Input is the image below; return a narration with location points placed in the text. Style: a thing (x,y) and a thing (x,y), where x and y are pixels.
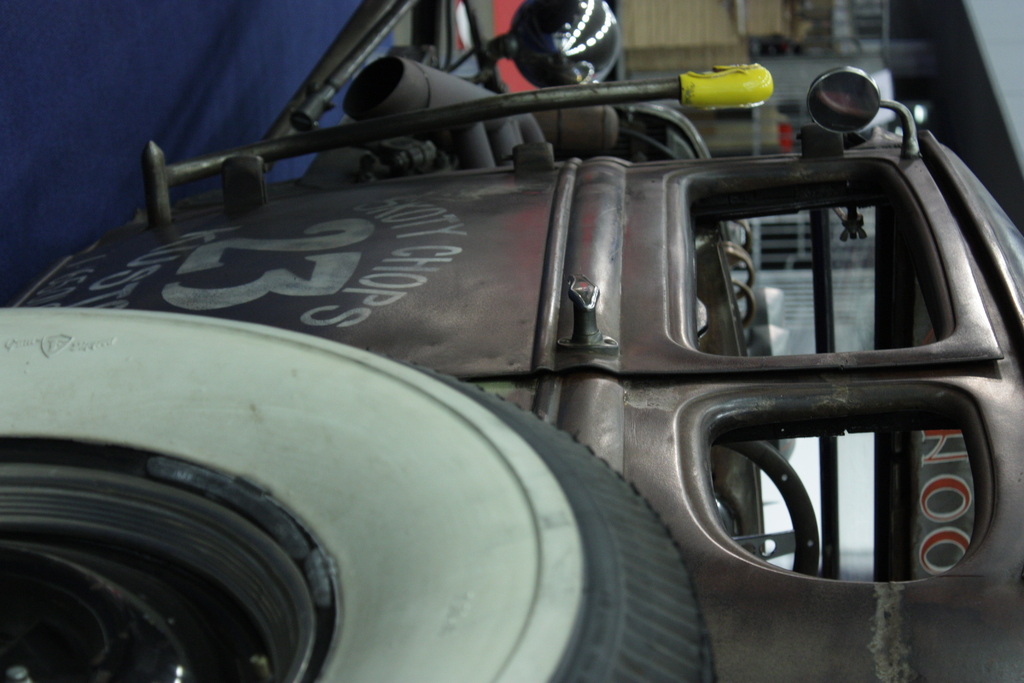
In the foreground of this picture (335,267) we can see an object (642,410) seems to be the vehicle (386,340) and we can see some metal objects (567,96). In the background (926,39) we can see the roof (1000,42) and many other objects (822,55) and a blue color floor carpet (281,58).
